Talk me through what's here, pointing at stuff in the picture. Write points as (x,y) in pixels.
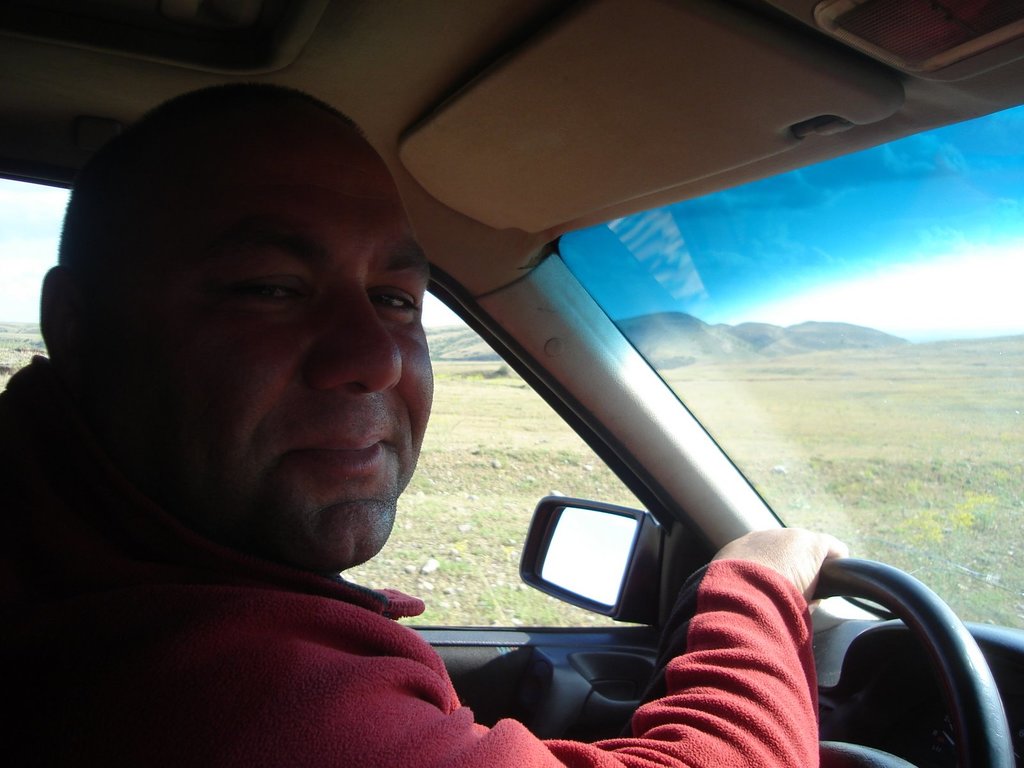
In the picture we can see a person (211,528) driving a car (848,598), he is wearing a red color sweater (224,746) and holding a steering (853,582) and to the car (1020,643) we can see a side mirror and windshield (886,216) and from it we can see a grass surface (950,543) and far away from it we can see some hills (767,338) and sky (660,297).
